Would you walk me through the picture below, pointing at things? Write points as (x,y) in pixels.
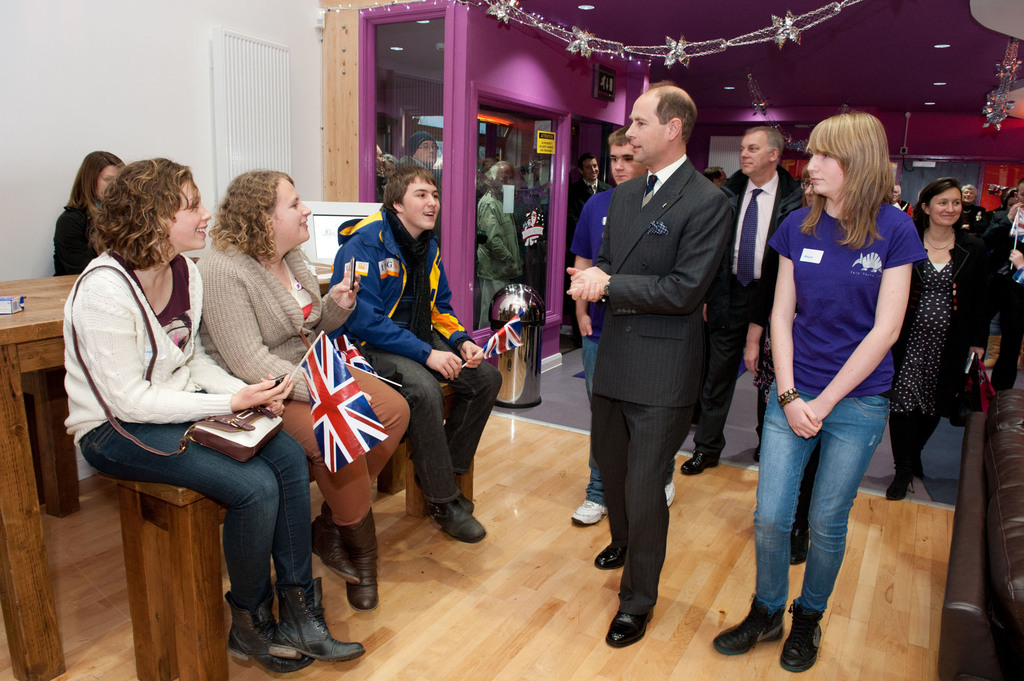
At the top (662,33) we can see the ceiling (814,41) and the lights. In this picture we can see few decorative objects (1012,47). We can see the people (460,335), table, trash can (502,295) and few objects (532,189). On the left side of the picture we can see the people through glass (487,236). We can see the people (478,526) sitting on a bench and we can see the flags (504,331) and a woman (159,381) is holding an object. On the right side of the picture (948,650) it looks like a sofa (998,657).
